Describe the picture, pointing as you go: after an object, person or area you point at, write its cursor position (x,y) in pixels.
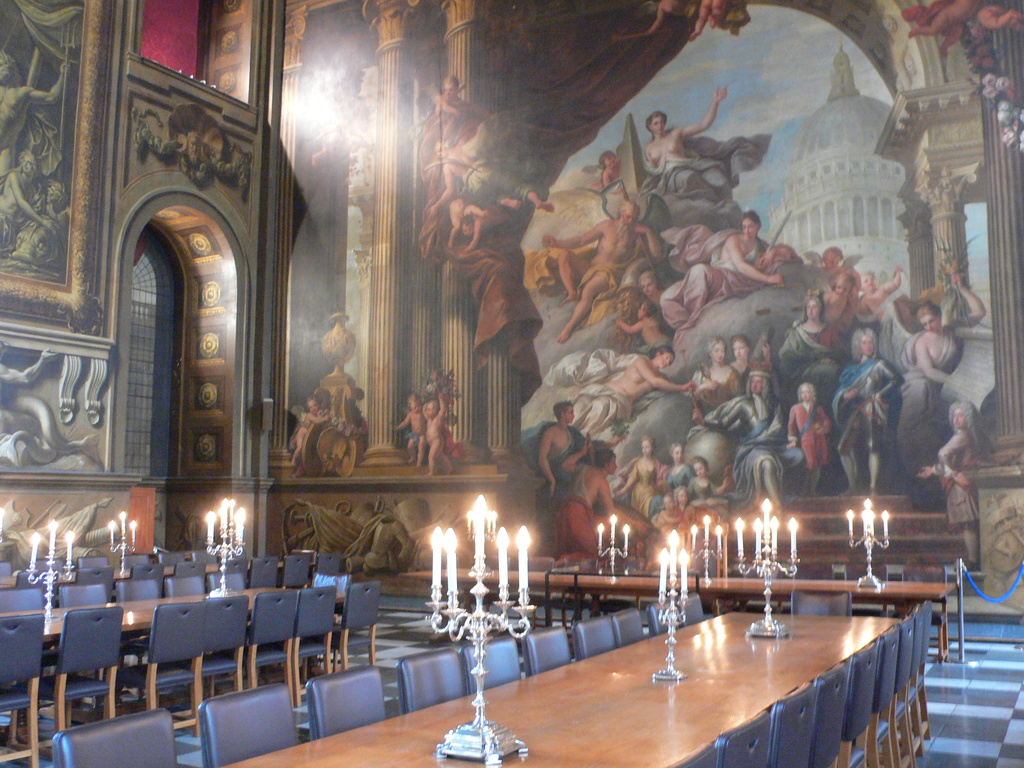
There are tables (654,581) and chairs (500,643). On the table (534,581) there are candles (437,554) with stands (486,563). In the back (453,231) there's a wall (270,282) and arch (226,229). On the wall (203,107) there are paintings (612,212).
